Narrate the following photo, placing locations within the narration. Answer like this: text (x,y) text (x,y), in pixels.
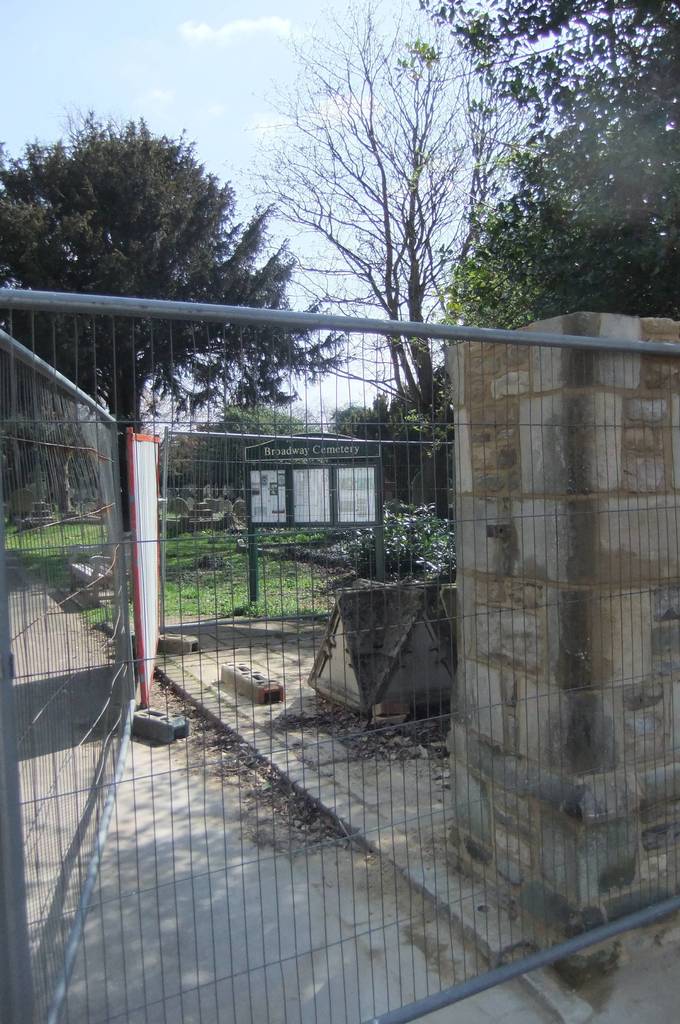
In this image we can see railings (457,721). Also there is a pillar (557,702). In the back (256,530) there is a board (284,503) with poles (256,573). And there are trees (211,350). In the background (274,166) there is sky (181,122).
